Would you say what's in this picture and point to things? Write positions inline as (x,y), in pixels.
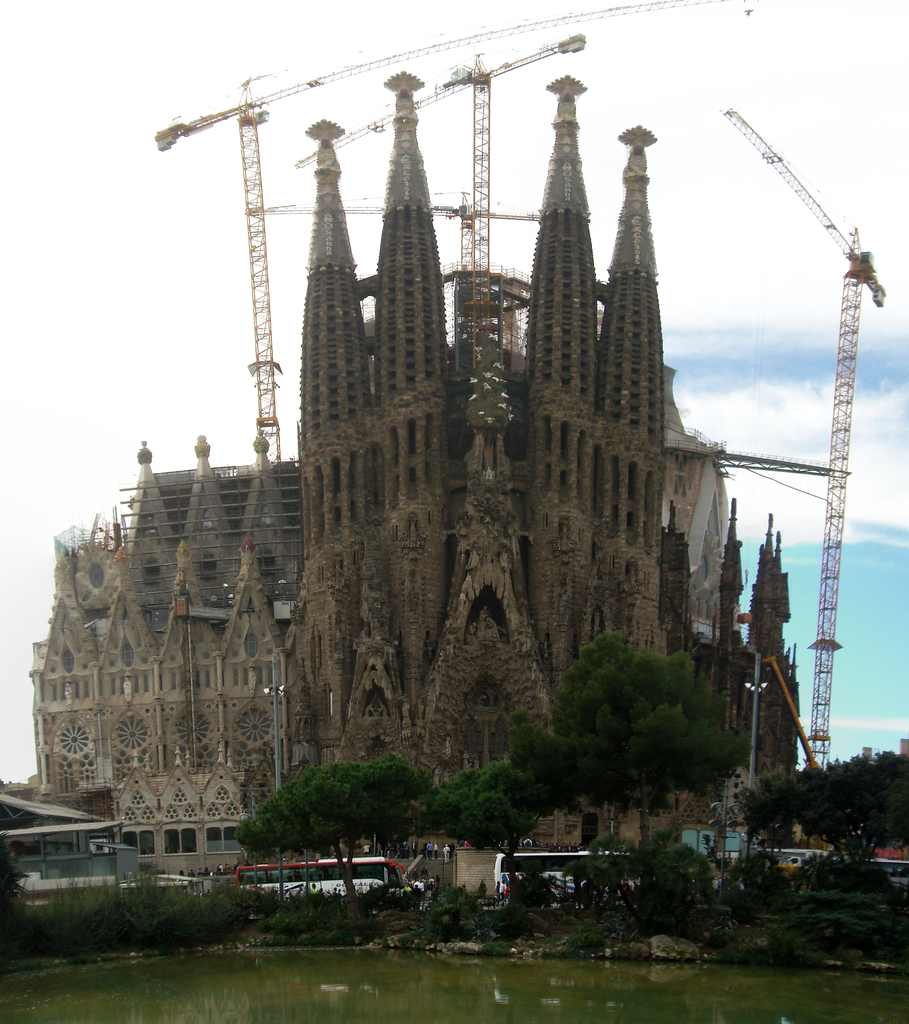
In this picture we can see water (623,1012). There are few trees (672,745) and plants (869,909) from left to right. We can see a building (254,642). There are few cranes (833,432). Sky (674,307) is blue in color and cloudy.
